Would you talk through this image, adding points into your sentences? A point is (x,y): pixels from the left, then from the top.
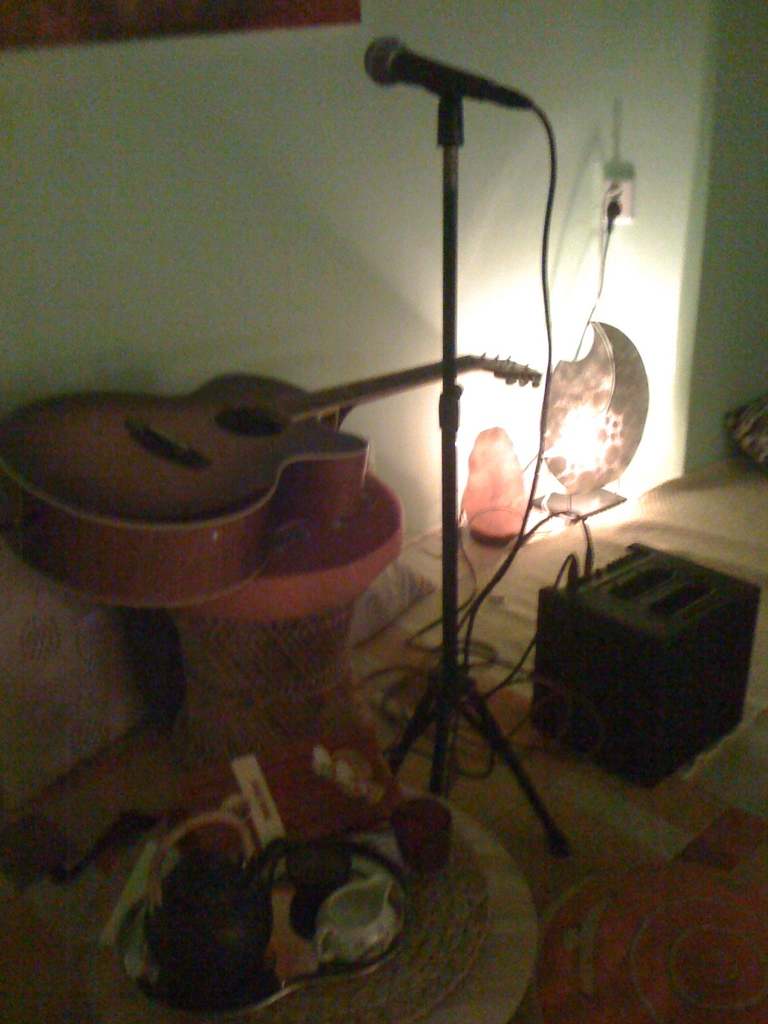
On the background of the picture (369,153) we can see a wall (307,206). This is a light (575,489). here we can see one chair (262,645) and on the chair (345,549) there is a guitar (296,499). This is an electronic device (644,743). Here we can see a plate (276,990) and on the plate (269,1002) we can see some containers (221,933). this is a book (361,781). this is a floor carpet (599,920).
